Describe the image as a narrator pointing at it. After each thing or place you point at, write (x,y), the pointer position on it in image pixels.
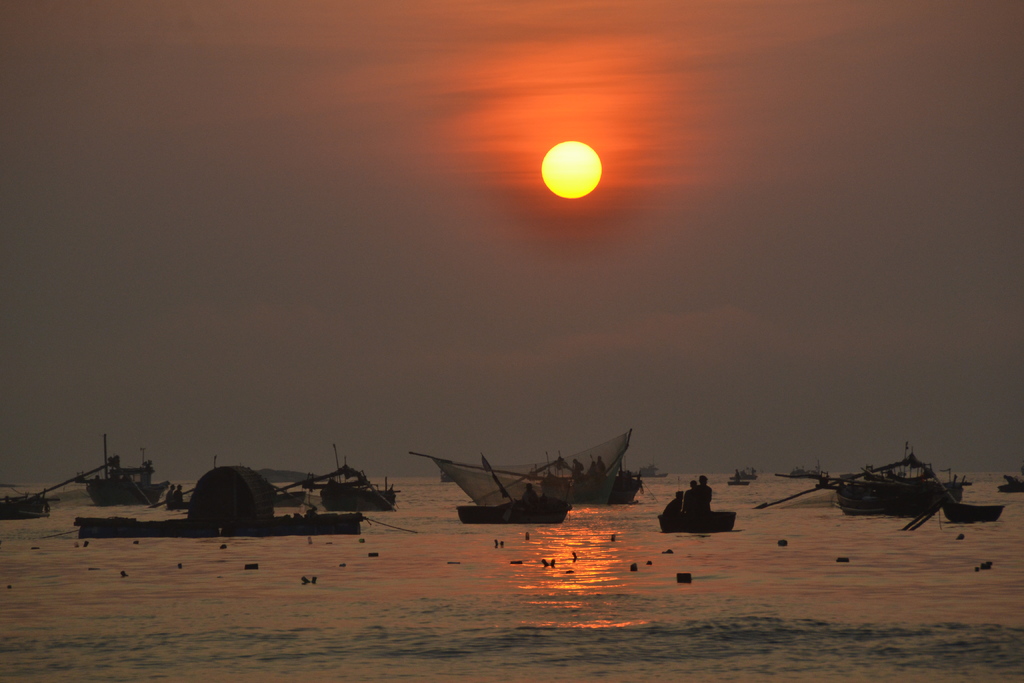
In this image there are group of people (670,500) in the boats (541,506), which are on the water (447,541), and in the background (601,239) there is sun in the sky (486,229).
